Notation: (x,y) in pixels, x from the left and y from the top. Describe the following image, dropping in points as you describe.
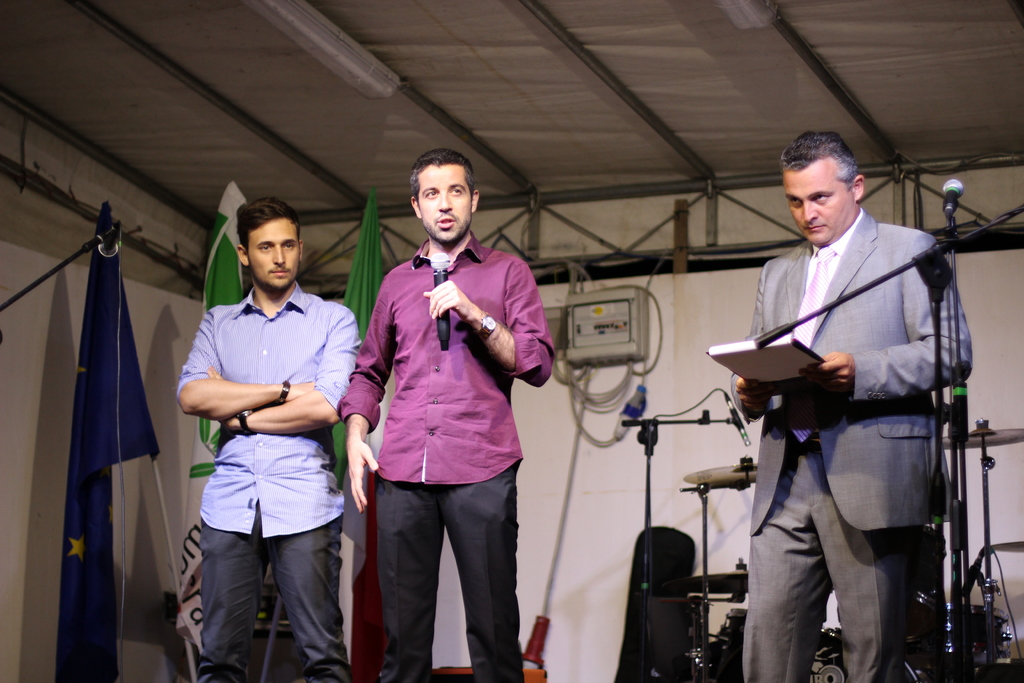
There are three persons (547,332) standing on the floor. He is talking on the mike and he is holding a book (764,366) with his hand (838,381). On the background (712,302) there is a wall (608,452) and there are flags (112,266). This is light (348,60) and there is a roof (767,68).
